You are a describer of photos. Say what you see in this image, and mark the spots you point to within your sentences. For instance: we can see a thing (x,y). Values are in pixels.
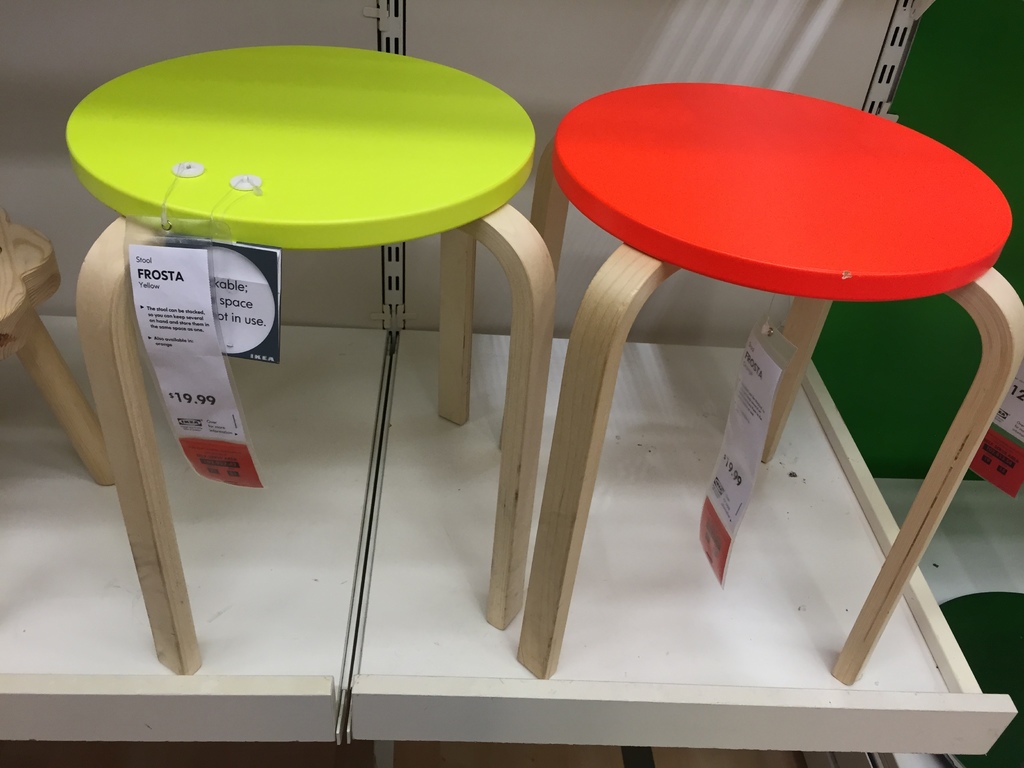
This is a zoomed in picture. In the foreground (862,700) there is a white color object (836,572) seems to be the shelf (313,602) and we can see the green color stool (349,156) and a red color stool (790,248) placed on the shelf (358,517). In the background (995,90) there is a green color wall (966,355) and we can see the tags (741,383) hanging on the stools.
